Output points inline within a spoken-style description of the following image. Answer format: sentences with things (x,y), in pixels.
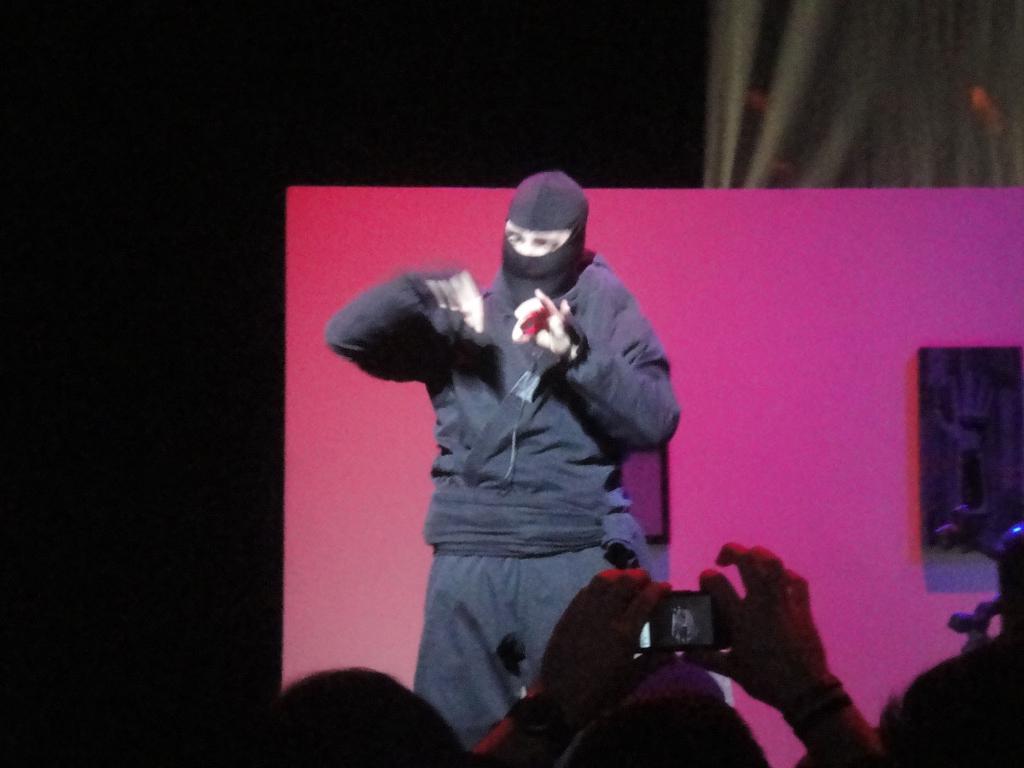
Here we can see a person (599,434) and there is a board (813,592). There are few persons (697,690). Here we can see a person (751,647) holding a mobile (708,626). There is a cloth (723,127) and dark background (608,29).
